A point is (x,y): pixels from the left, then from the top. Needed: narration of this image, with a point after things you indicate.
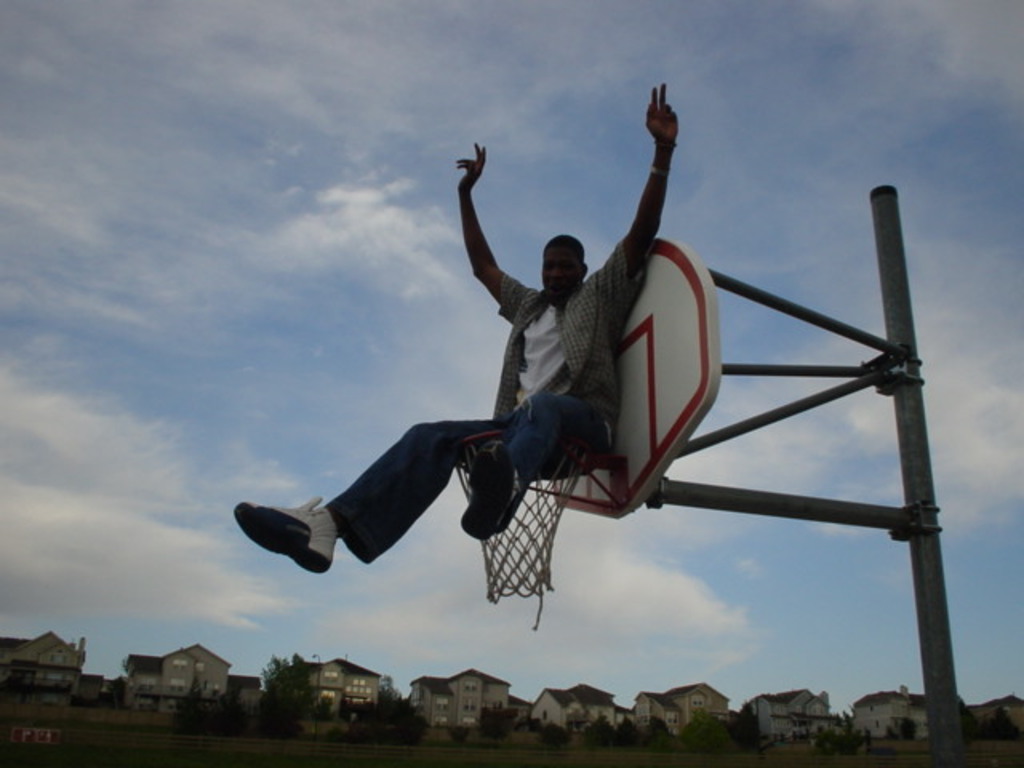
In this Image I can see a person (574,382) sitting on the net (539,511). Back I can see a board (655,328) is attached to the pole (888,259). I can see few buildings (341,685), windows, trees (294,721), light poles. The sky (895,586) is in blue and white color.
